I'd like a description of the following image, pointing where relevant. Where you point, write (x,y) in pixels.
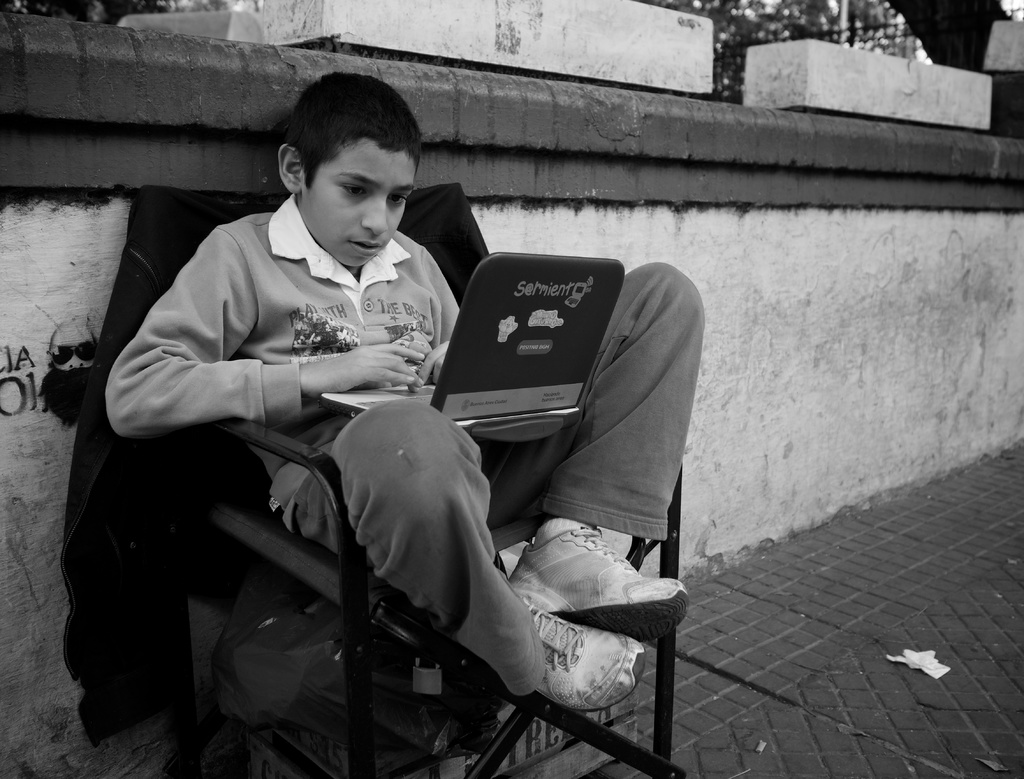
This image is a black and white image. This image is taken outdoors. At the bottom of the image (783,657) there is a floor (855,639). In the background (12,130) there is a wall (72,189) and there are a few trees (752,17). In the middle of the image (439,302) a boy (306,271) is sitting on the chair (546,703) and there is a laptop (473,350) on his laps (428,406).
